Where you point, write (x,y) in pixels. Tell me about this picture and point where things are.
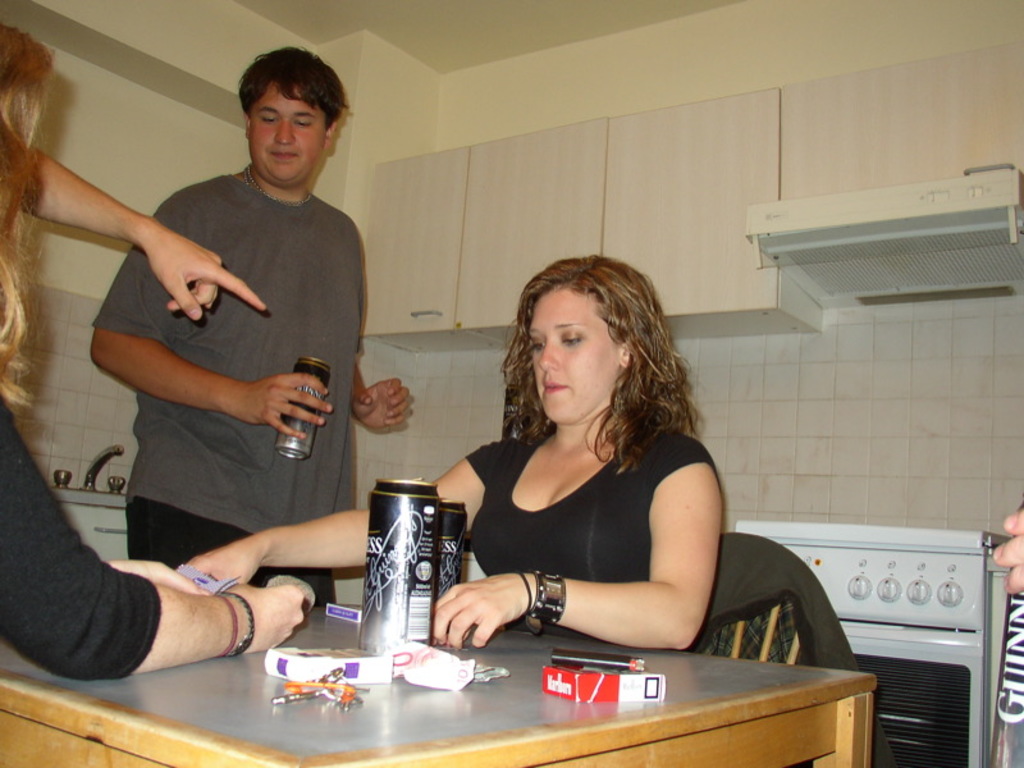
This image consists of five persons (277,320) in the kitchen (466,331). In the middle (587,262), a woman (606,262) is sitting on the chair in front of the table (270,706). Behind that there is a person (308,57) standing. In the left (31,499), there are two persons hand (254,624) visible. A table (535,728) on which cans (374,606), box (555,687) and so on kept. A roof top (426,2) is white in color. In the right (921,667), there are kitchen shelves (678,198) and oven (911,549) is kept. The wall (869,463) is white in color. This image is taken in a kitchen room (514,531).
